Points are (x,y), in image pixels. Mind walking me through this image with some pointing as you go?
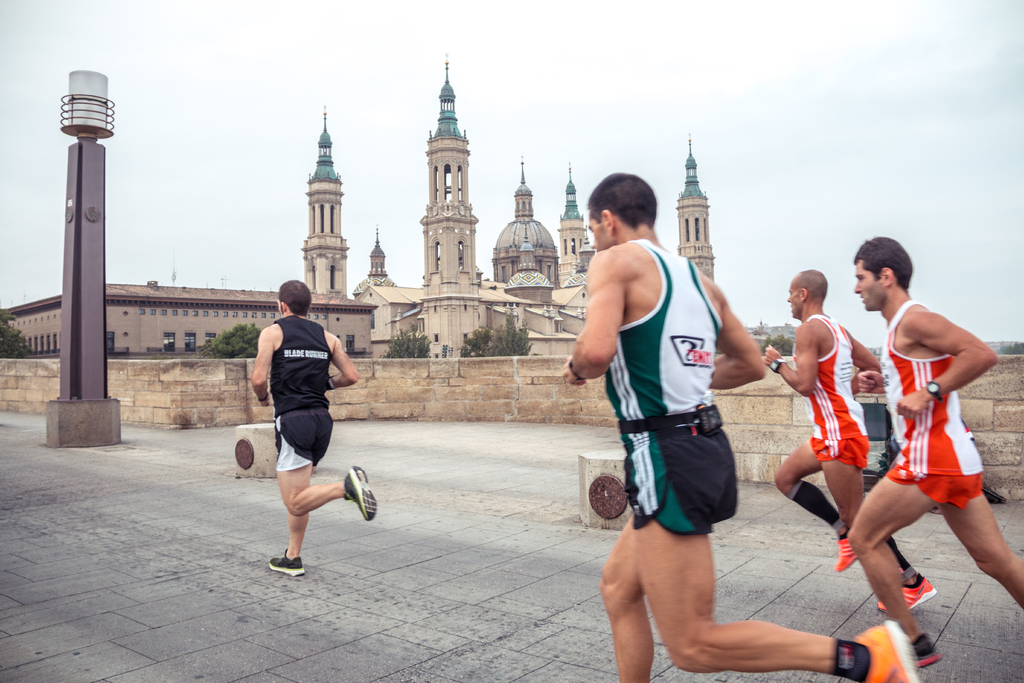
In the center of the image (671,400) we can see persons (329,340) running on the ground (455,590). In the background (853,253) we can see building (519,207), trees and sky (758,108).
